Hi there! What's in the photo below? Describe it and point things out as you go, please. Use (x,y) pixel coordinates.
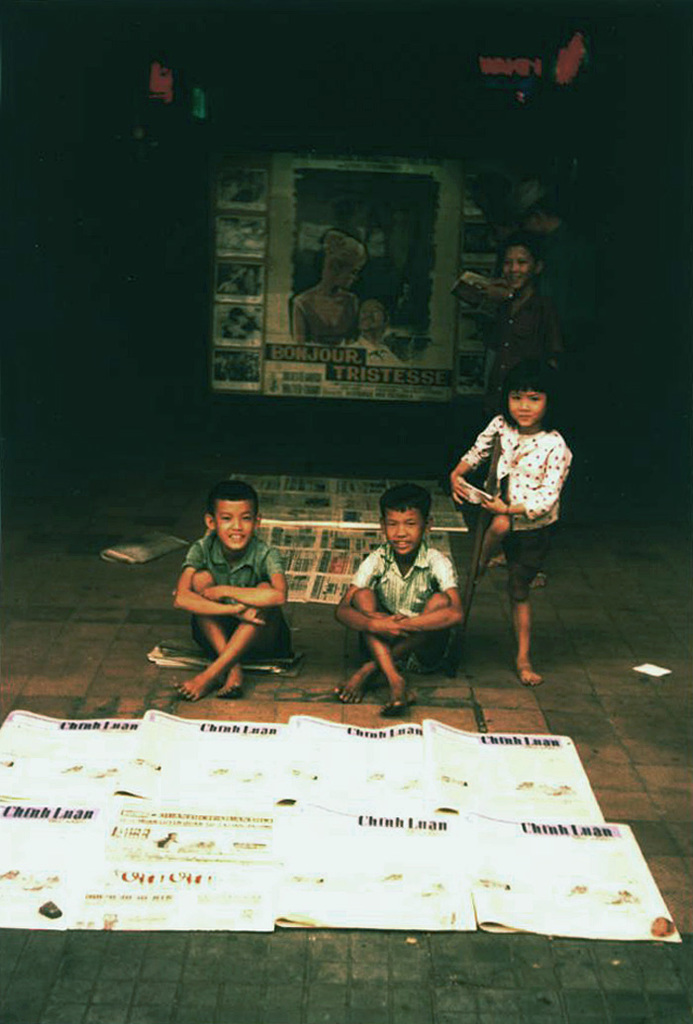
This image consists of few persons (227,683). At the bottom (174,877), we can see the papers (294,903) on the ground (65,693). In the background (352,354), it looks like a poster (279,258) on the wall (197,347). The background (501,83) is too dark. At the bottom (365,997), there is a road (165,704).
